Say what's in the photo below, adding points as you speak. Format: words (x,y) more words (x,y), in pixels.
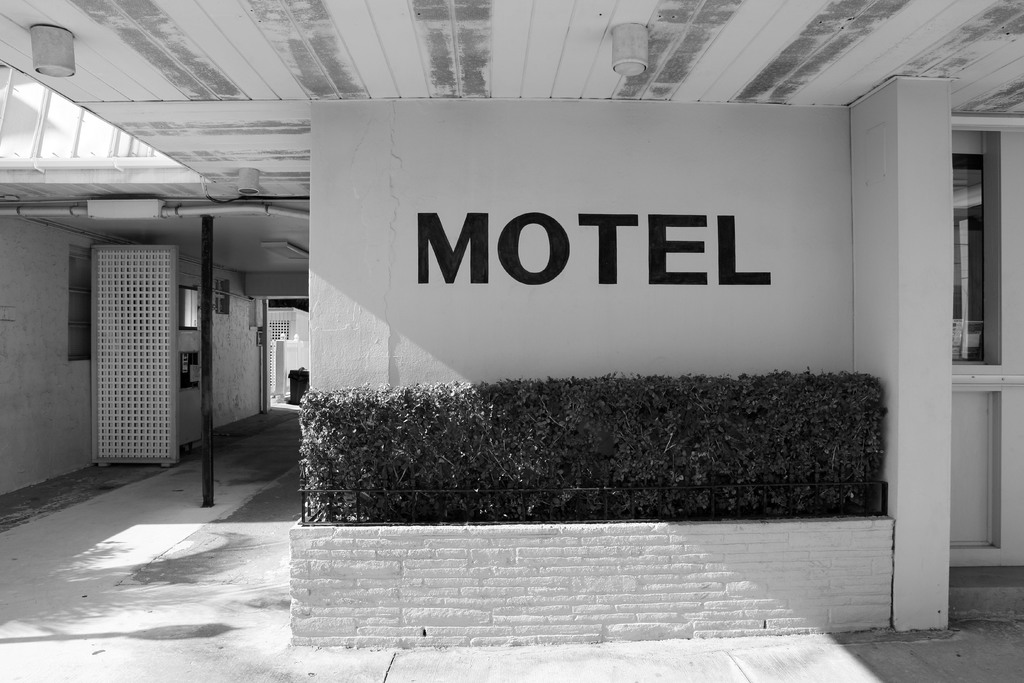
In this image we can see a house (627,271), there are plants (679,380), lights (54,43), also we can see the text (610,250) on the wall (676,166).
